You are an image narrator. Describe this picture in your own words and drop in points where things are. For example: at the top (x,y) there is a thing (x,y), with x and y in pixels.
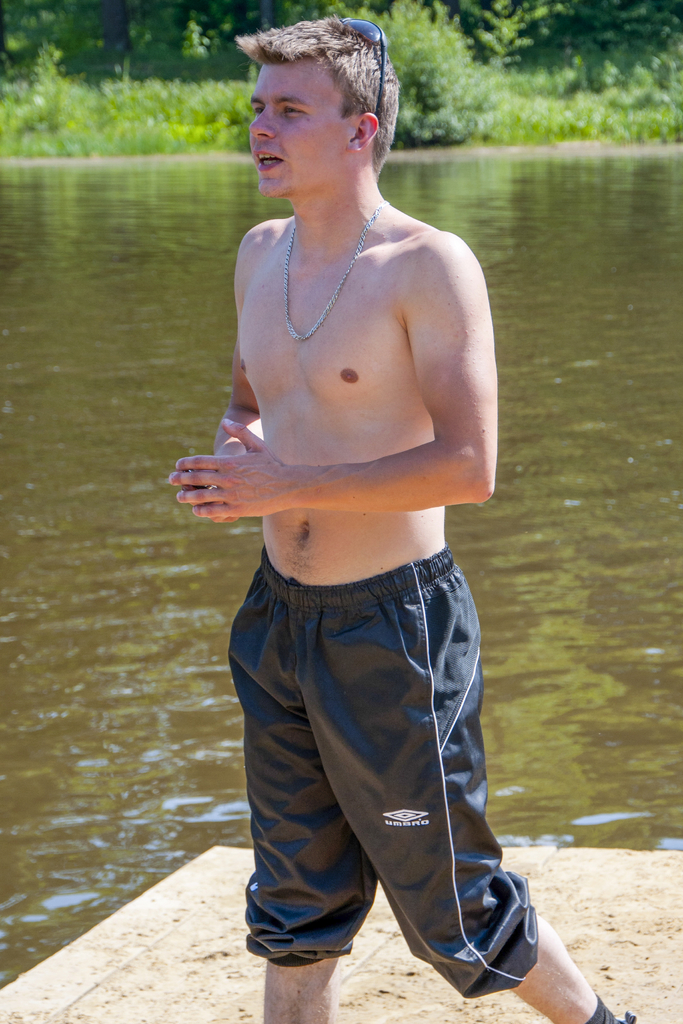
In this image there is a man (343,462) standing on the floor (215,969) without the shirt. In the background (181,299) there is water (171,220). Beside the water (157,168) there are small plants (147,101).
